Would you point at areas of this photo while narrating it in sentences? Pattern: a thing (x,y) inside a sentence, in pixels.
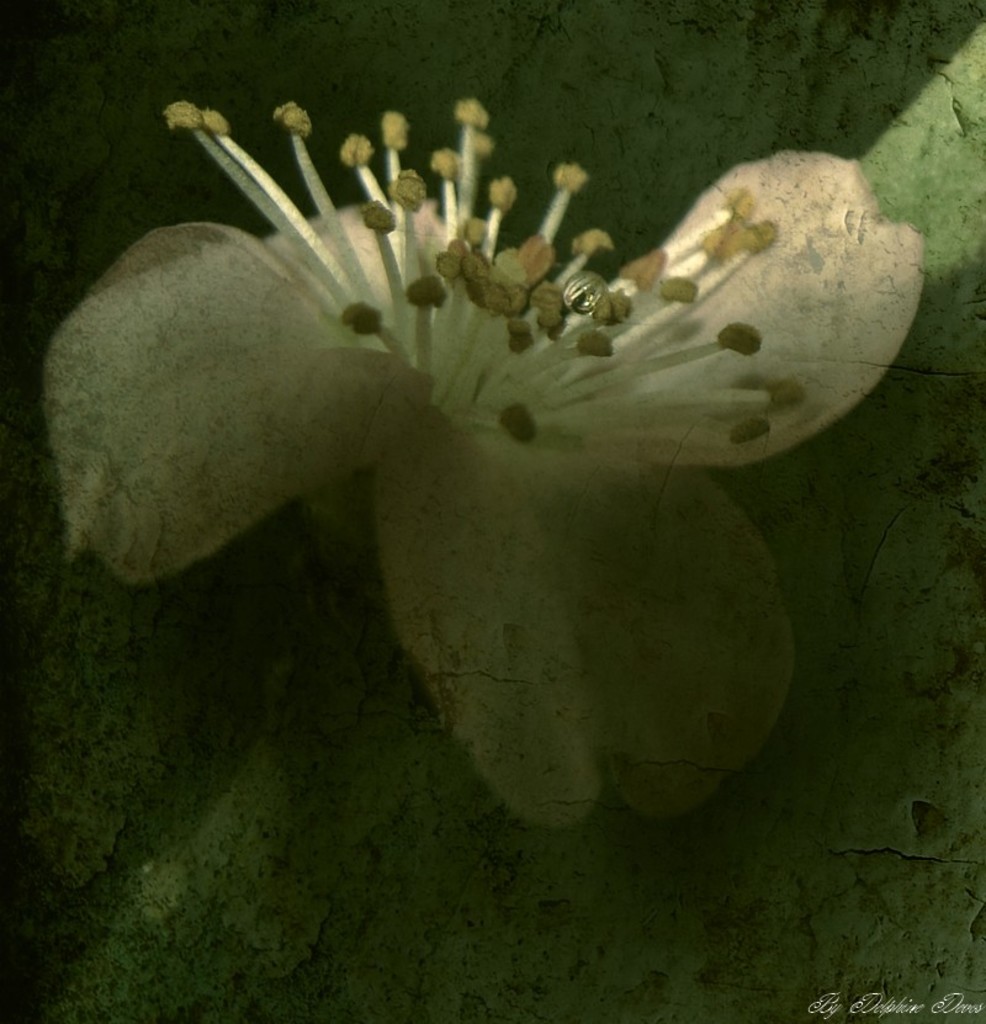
In this image, in the middle (382,416), we can see a flower (613,320). On the right side (967,130), we can see green color. In the left corner (237,840), we can also see green color. In the background (278,83), we can see black color.
